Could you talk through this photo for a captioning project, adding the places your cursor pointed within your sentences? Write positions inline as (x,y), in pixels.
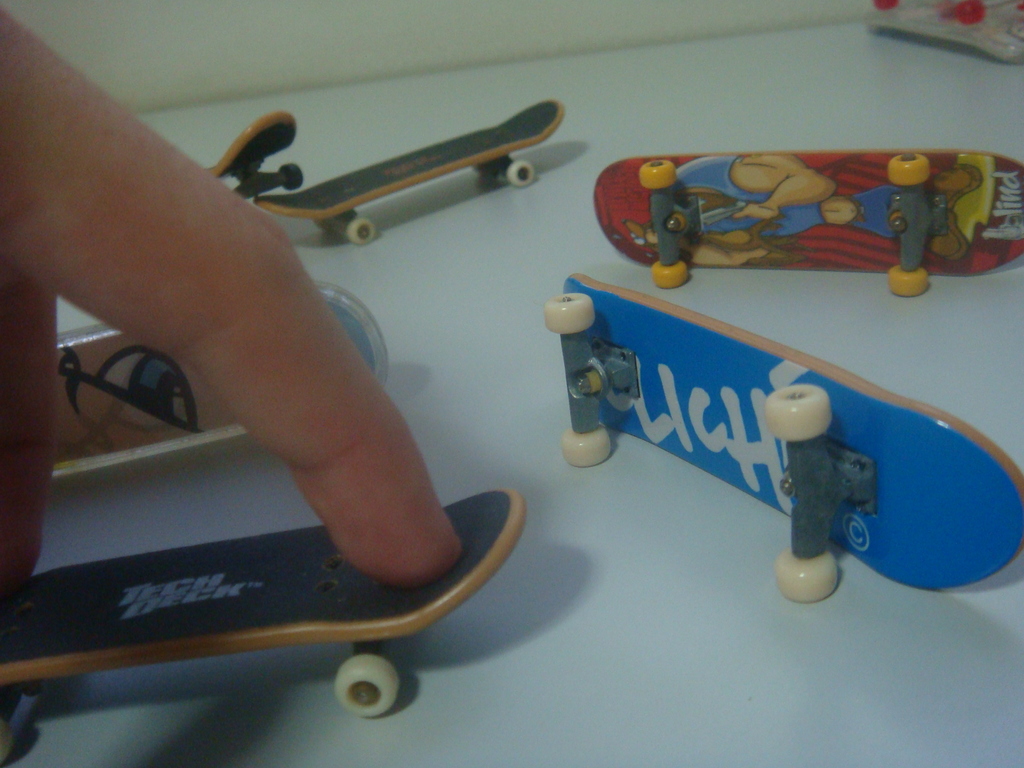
In this image we can see few skateboards (641,254) on the table (560,409) and person's fingers (202,299) on the skate board (359,587) and wall (319,53) in the background (321,53).
